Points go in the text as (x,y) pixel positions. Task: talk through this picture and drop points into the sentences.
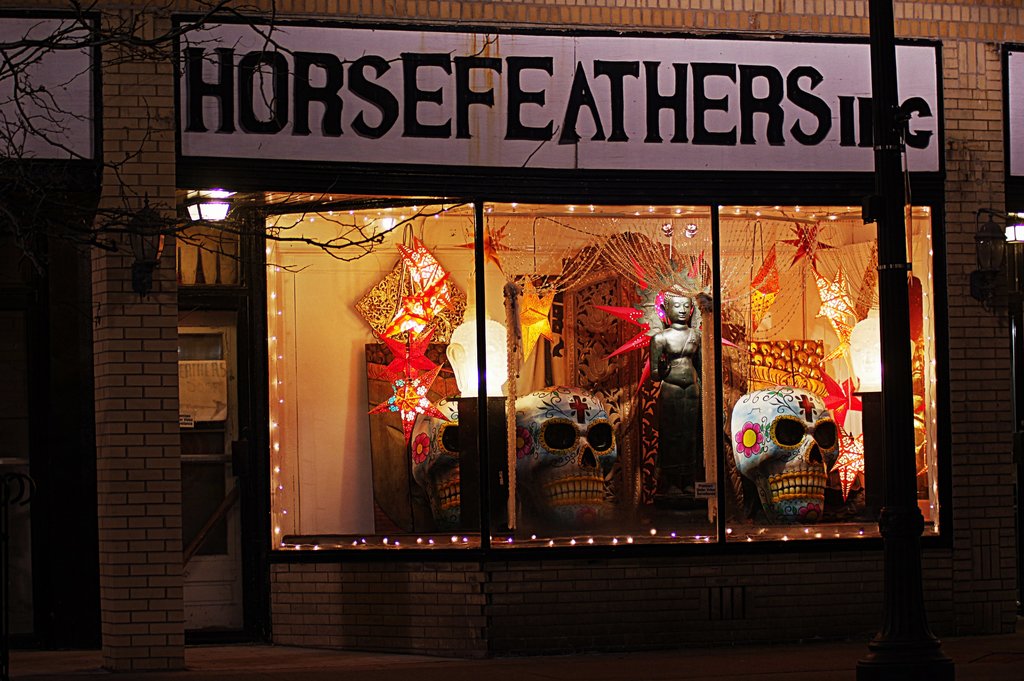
In this picture there is a store (574,282) in the center of the image (551,332), on which there are decorative items (622,345), there is a poster (561,142) above it, on which it is written as ''horse feathers'' and there is a pole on the right side of the image (863,680) and there is a tree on the left side of the image (106,249).
